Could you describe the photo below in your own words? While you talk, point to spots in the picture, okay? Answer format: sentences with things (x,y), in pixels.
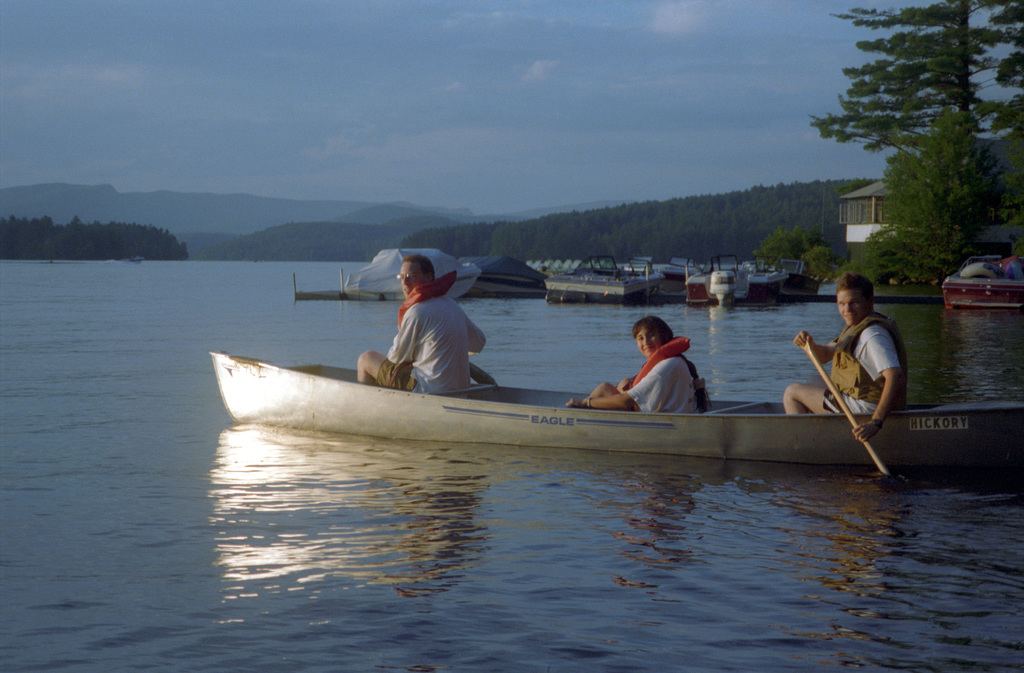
In this image I can see a boat (707,446), in the boat (865,420) I can see three persons (423,348) sitting and the boat (311,391) is on the water (215,512). Background (790,232) I can see few boats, trees (694,230) in green color and sky (651,124) in blue color.
